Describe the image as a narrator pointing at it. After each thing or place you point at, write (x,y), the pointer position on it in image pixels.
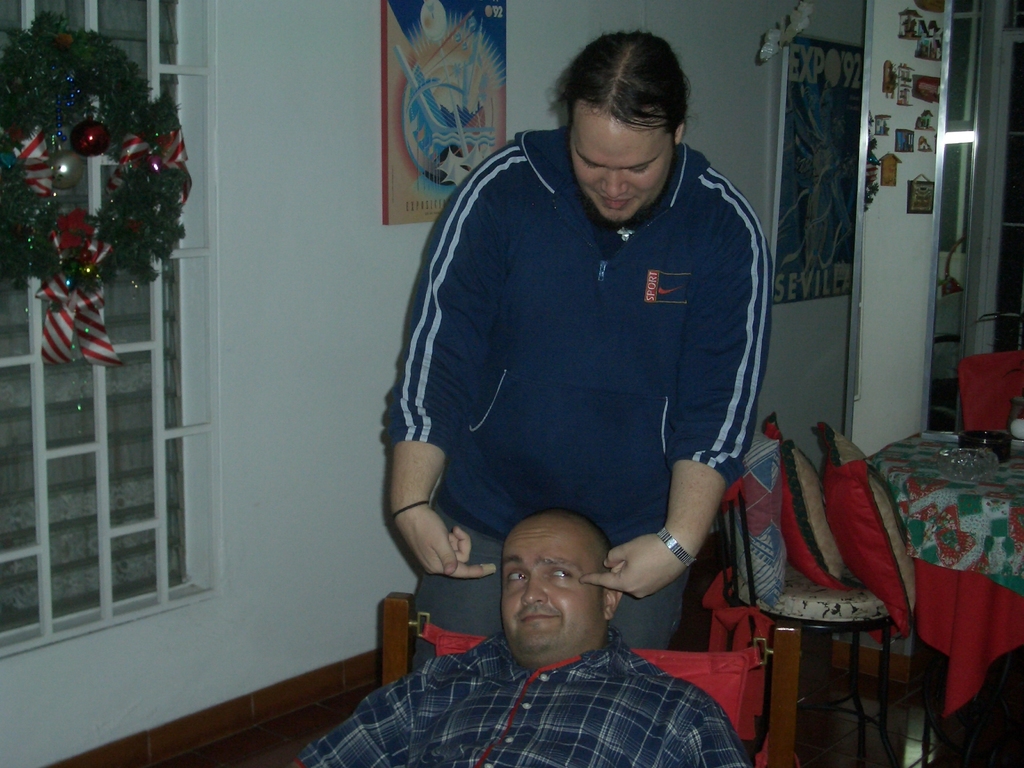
In the image we can see there are two people (556,556), one is standing and the other one is lying. They are wearing clothes (518,516), here we can see pillows (817,570), stool (855,652) and table (933,528), on the table (954,484) there are objects (972,455). Here we can see wall (349,181), poster (464,94), window (106,465) and a garland (63,98).
